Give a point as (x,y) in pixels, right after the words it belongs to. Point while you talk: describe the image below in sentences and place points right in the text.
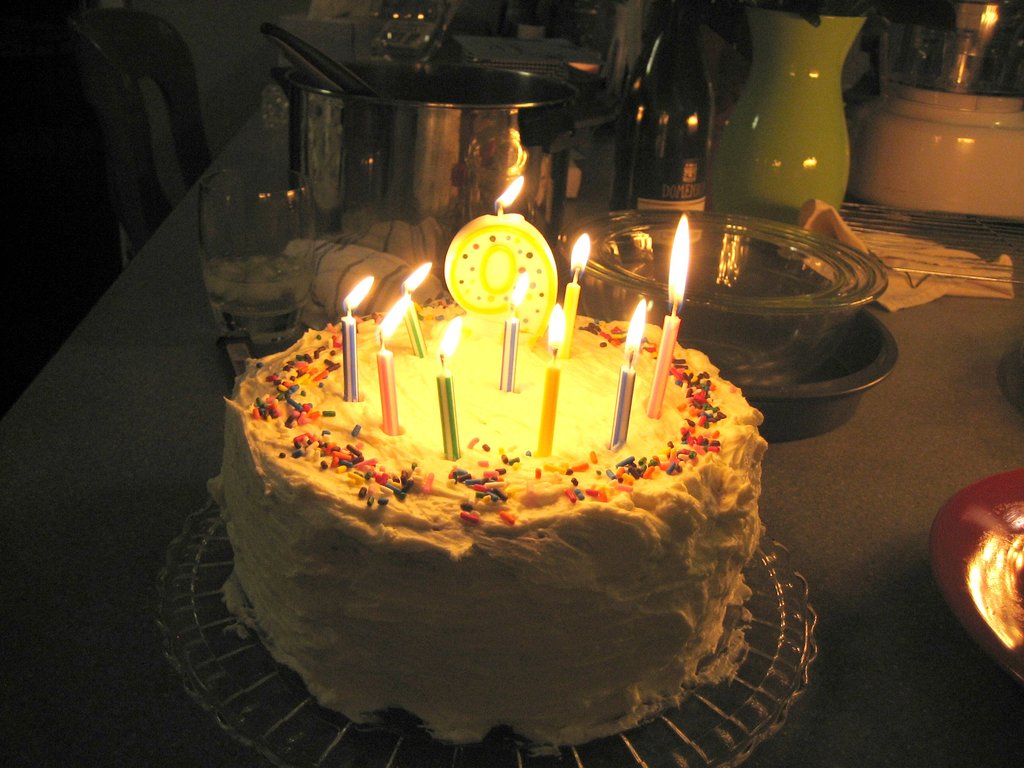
In this image I can see a table (131,424) and on the table (142,417) I can see a cake (488,509) with few candles (466,304) on it, few glasses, a bottle (635,99) and few other objects (534,194). I can see the dark background (184,51) in which I can see a chair (146,54) and few other objects (389,51).
